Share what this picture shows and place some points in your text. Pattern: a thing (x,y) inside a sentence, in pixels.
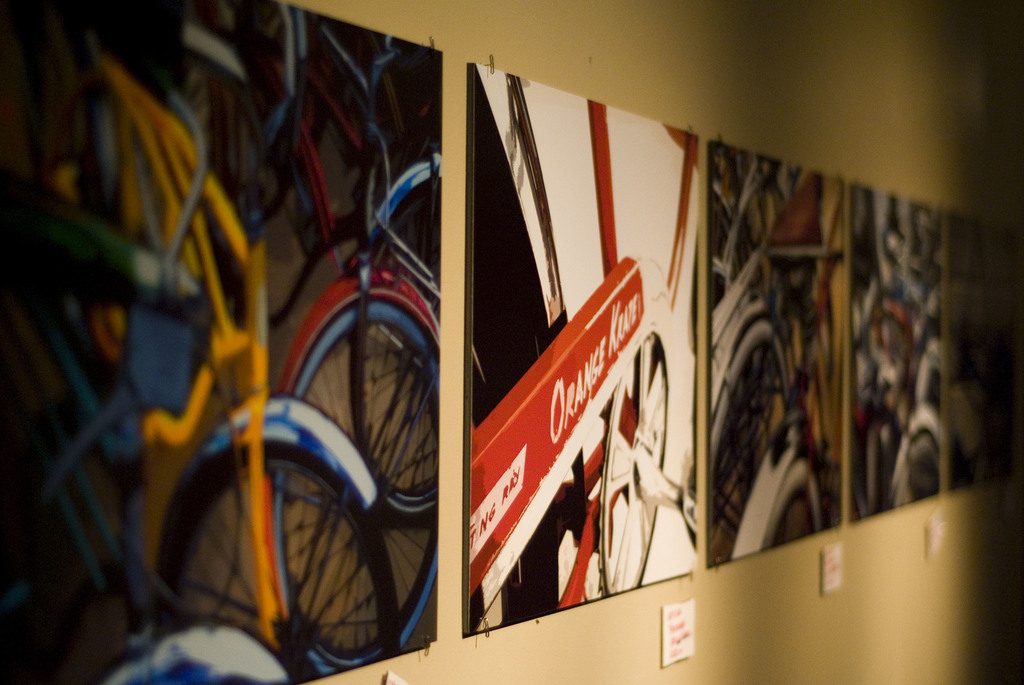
In this image there are posters (658,397) on the wall (443,398) with some text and images (612,418) on it.
